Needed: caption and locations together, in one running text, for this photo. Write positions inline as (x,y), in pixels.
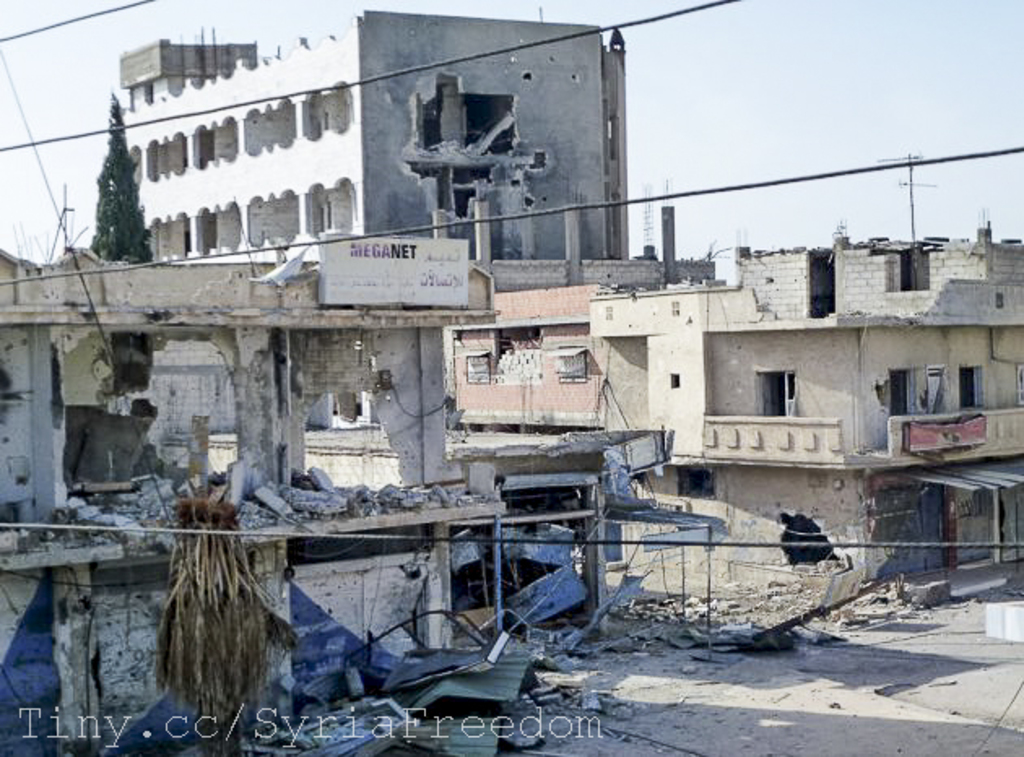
In the picture we can see some house buildings (107,582) and some buildings (382,656) are broken and some parts (623,625) fell on the path (666,660) and in the background (1013,116) we can see a part of the sky (73,214).
